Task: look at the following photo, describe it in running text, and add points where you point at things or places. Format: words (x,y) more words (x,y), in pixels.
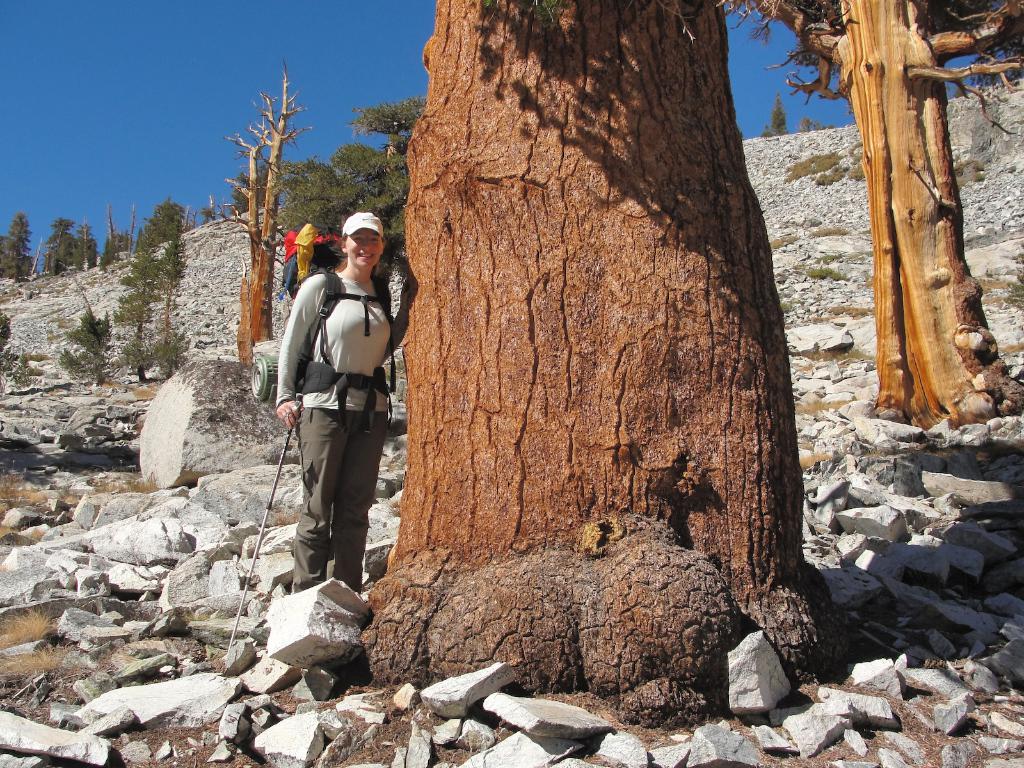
In this image we can see a lady (352,507) wearing a cap (365,217) and a bag (300,365). There is a tree trunk (557,397) beside her. At the bottom of the image (130,617) there are stones (446,708). In the background of the image (307,216) there are trees (400,260), sky (205,119).
